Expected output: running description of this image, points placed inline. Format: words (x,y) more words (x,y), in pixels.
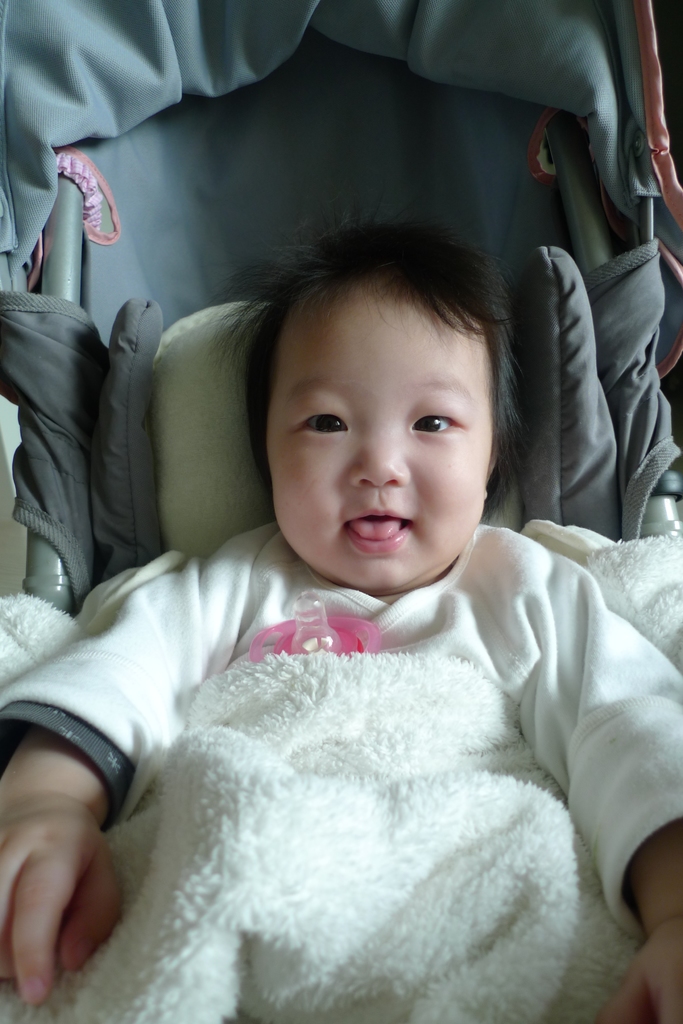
In the image we can see a baby (377,482) wearing clothes (326,587) and the baby (325,590) is sitting in the baby cart (230,490). Here we can see white cloth (299,709).
